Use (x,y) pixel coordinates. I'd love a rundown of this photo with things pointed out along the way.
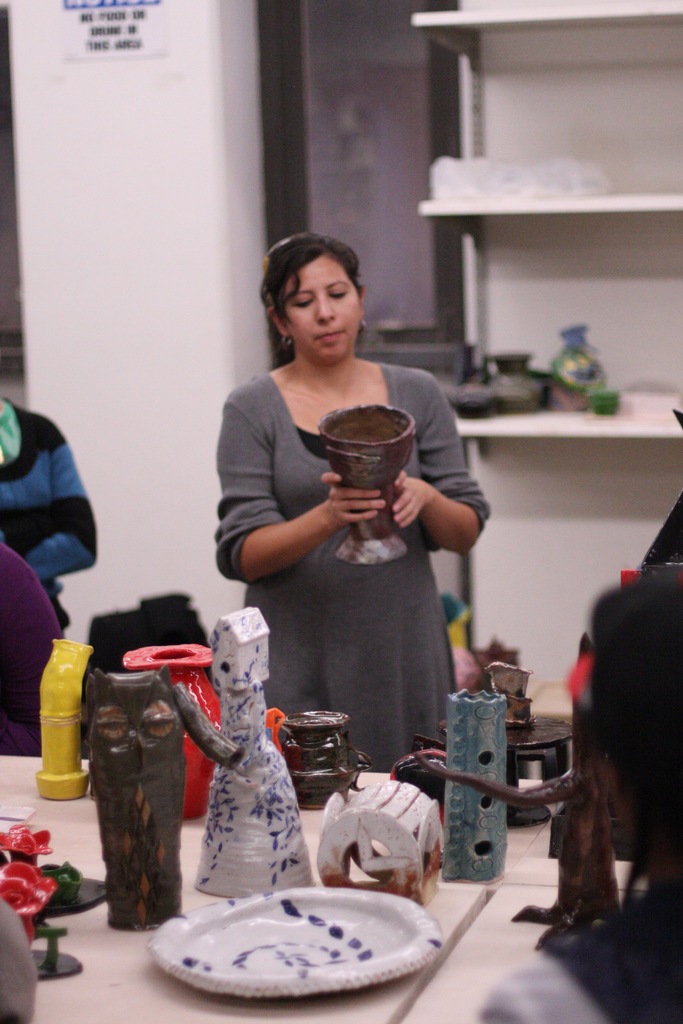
In this picture, there is a woman (282,549) in the center (358,503) wearing a grey dress (270,406) and she is holding an object (370,546). At the bottom (121,962), there is a table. On the table (393,1021), there are antique pieces (458,806). Towards the left (55,576), there are people (42,440). Towards the top right (611,212), there is a shelf (497,157) with some objects (488,385). Beside it, there is a window (323,201).
